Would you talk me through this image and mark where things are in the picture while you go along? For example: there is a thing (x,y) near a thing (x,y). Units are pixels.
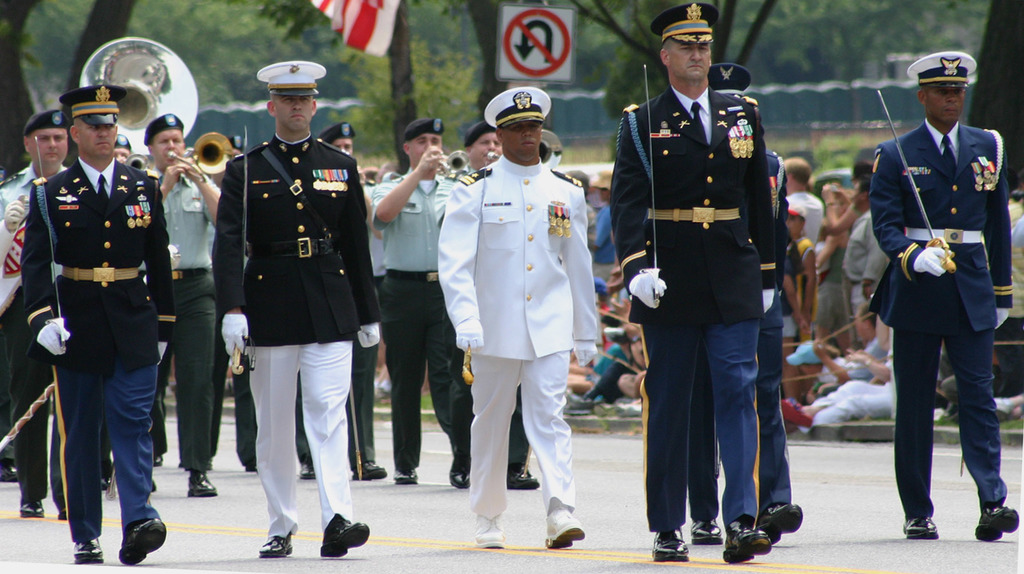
In the picture we can see some army people (108,218) doing a parade on the road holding a swords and wearing a cap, behind them also we can see some people (430,387) with uniform (417,392) playing a musical instruments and in the background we can see some people (586,394) sitting on the path (1009,428) and some are standing and behind them we can see trees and a wall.
